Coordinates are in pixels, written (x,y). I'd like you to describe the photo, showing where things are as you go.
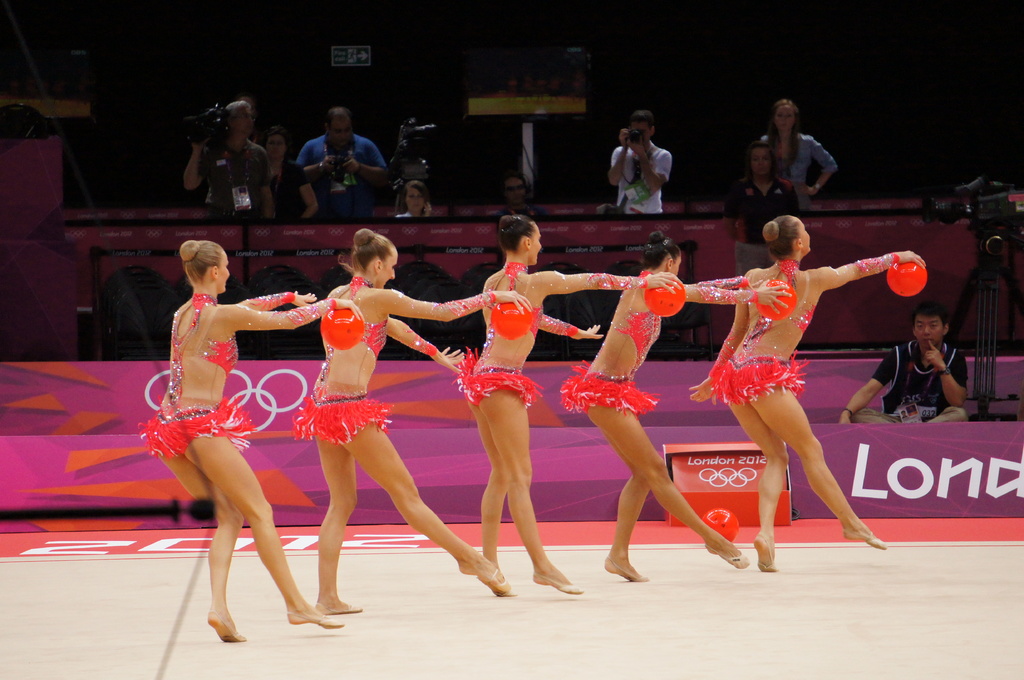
In this image I can see group of people (659,249) standing and they are wearing red color dresses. Background (109,494) I can see the board (161,378) in purple and orange color and I can also see few persons (312,193) standing and holding few cameras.
